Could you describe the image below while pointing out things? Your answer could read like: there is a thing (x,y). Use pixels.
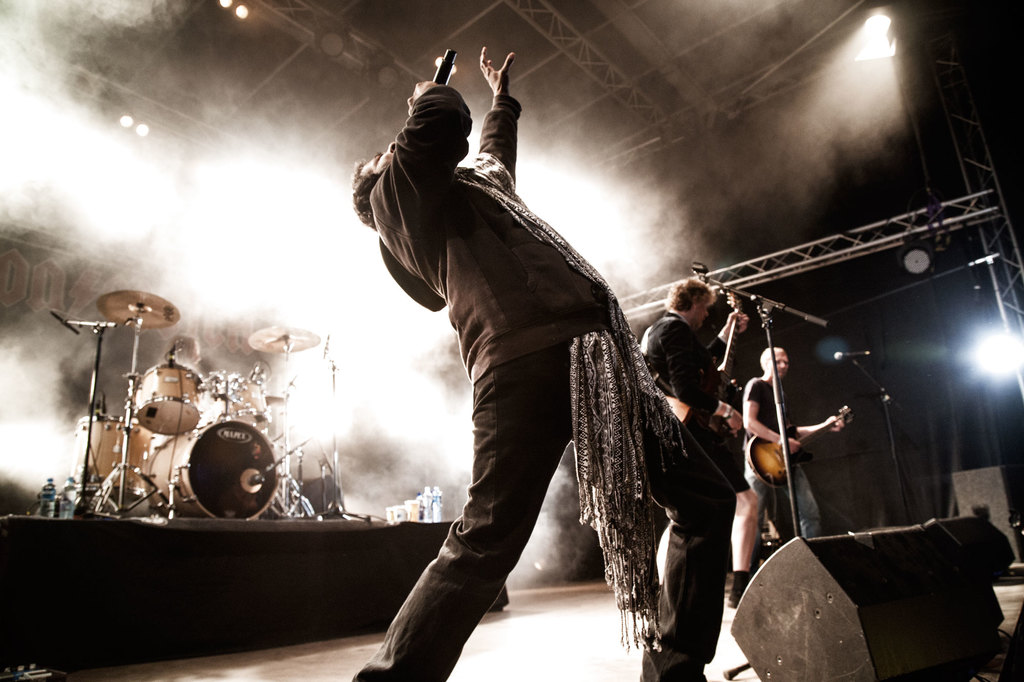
In this image i can see three men (588,366) among them two persons (760,418) are playing guitar (761,452) and one is singing song by holding a microphone (443,71) in his hand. In the background (215,438) I can see there are few musical instruments (169,435) on the stage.
